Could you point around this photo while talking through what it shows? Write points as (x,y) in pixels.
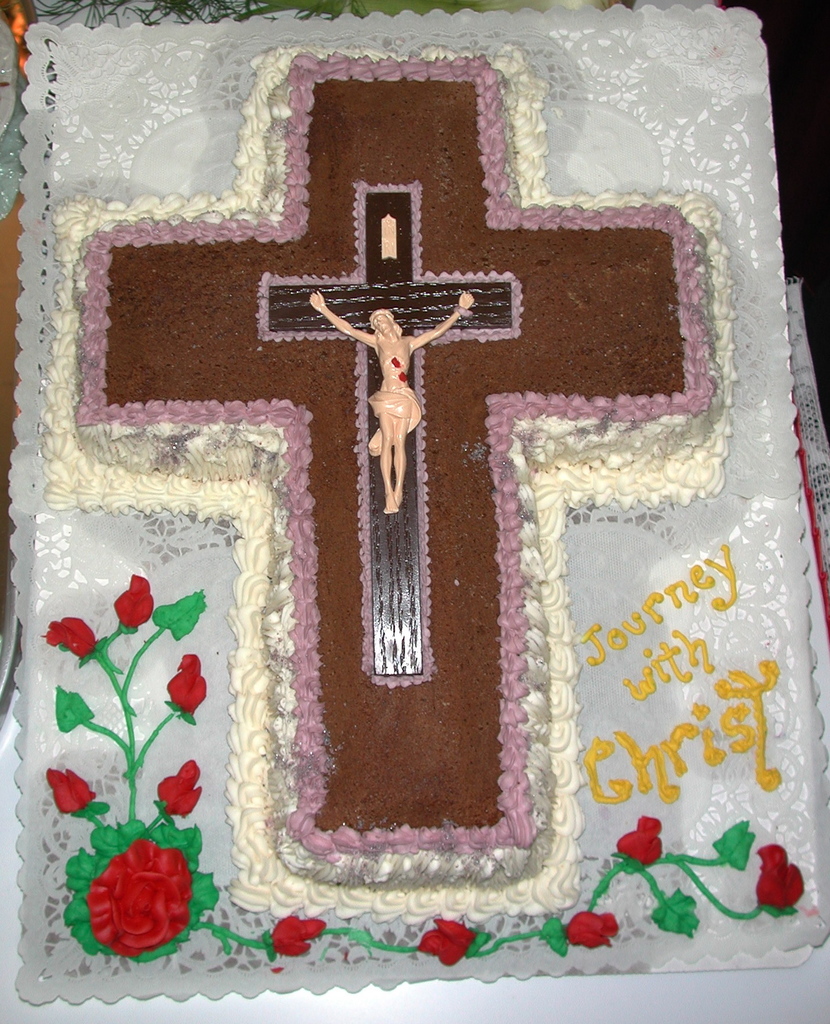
In the image in the center (341,357) we can see one cake (427,346). On the cake (473,609), we can see some design (258,881) and cross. And on the cake (495,821), it is written as "Journey With Christ".
